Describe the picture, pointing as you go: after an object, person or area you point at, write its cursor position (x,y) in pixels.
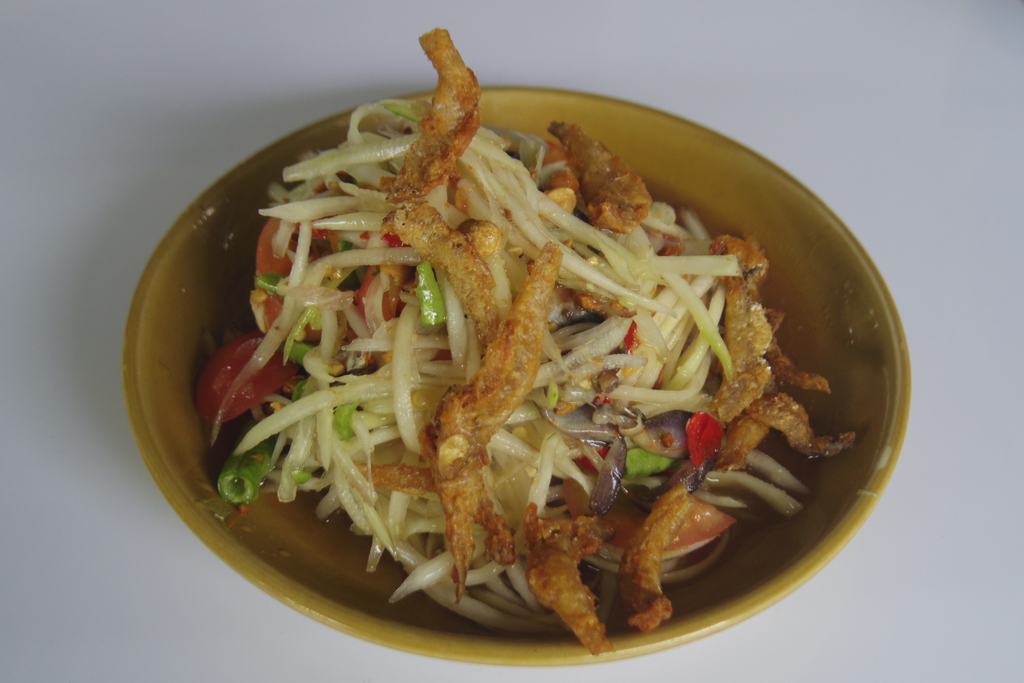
In this picture we can see food (604,419) in the bowl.
